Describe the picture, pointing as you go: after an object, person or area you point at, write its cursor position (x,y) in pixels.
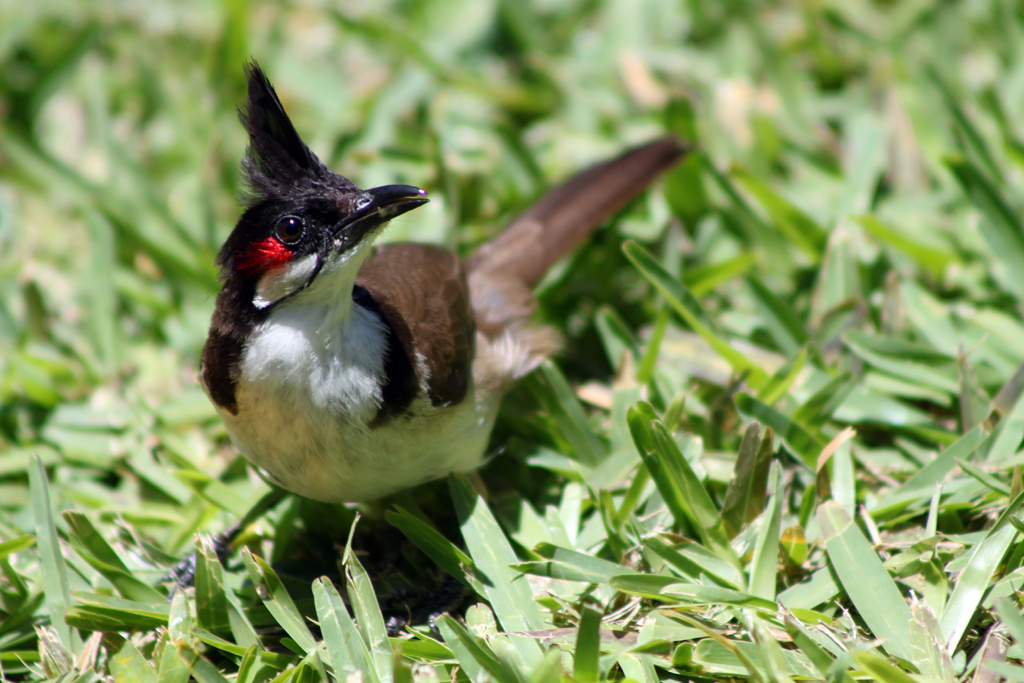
In this image there is a bird (439,374) on the surface (614,485) of the grass (779,449).
